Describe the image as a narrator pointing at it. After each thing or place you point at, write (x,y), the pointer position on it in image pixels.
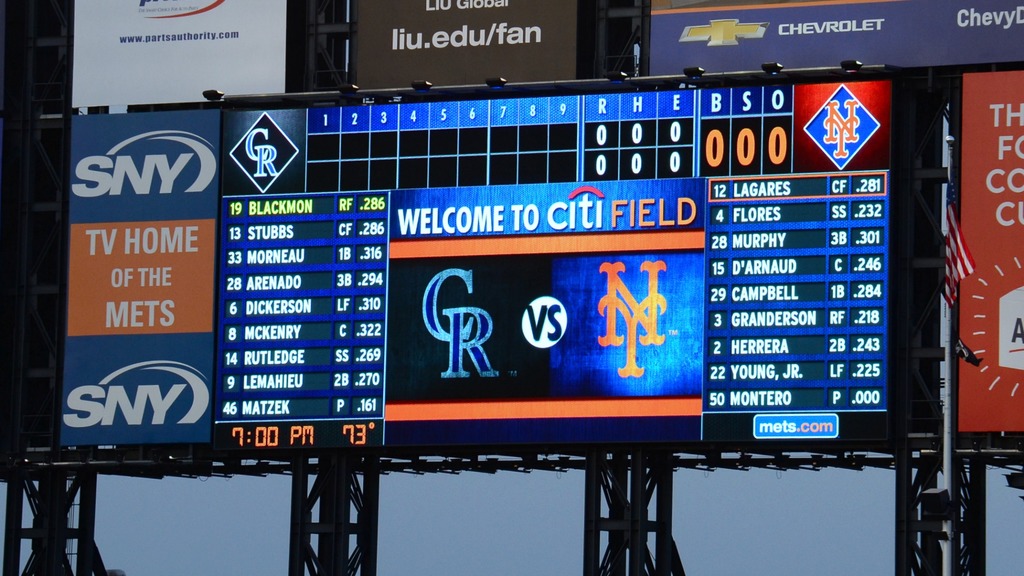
In the center of the image (355,339) there is a screen (446,295) and posters (744,33). In the background (491,523) there is a sky (442,521).
